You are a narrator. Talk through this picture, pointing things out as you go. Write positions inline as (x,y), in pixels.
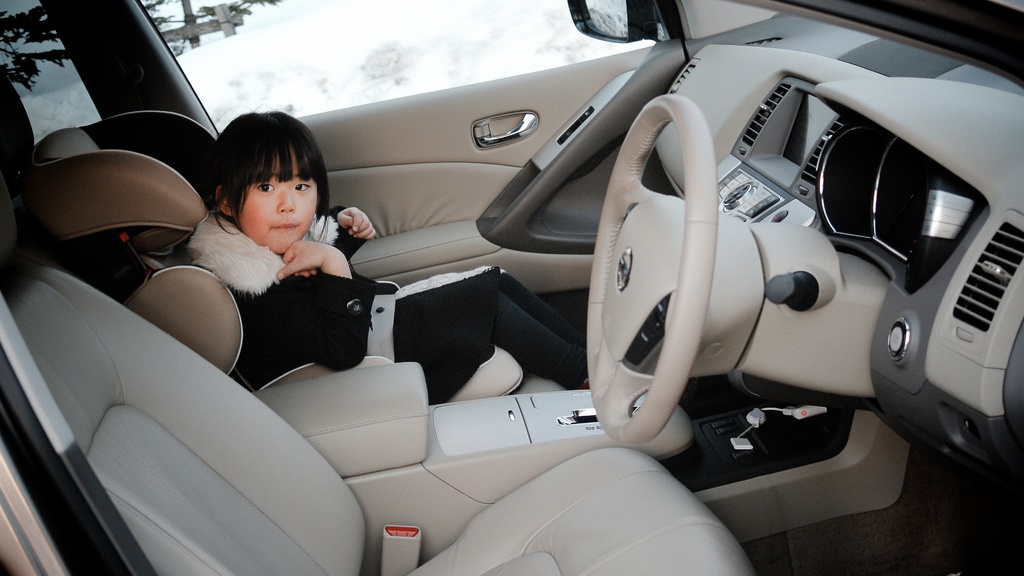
In this image there is a child (307,245) in the car (506,482), outside the car (109,85) there is a tree (48,53), snow (229,58) and a wooden stand (221,26).
